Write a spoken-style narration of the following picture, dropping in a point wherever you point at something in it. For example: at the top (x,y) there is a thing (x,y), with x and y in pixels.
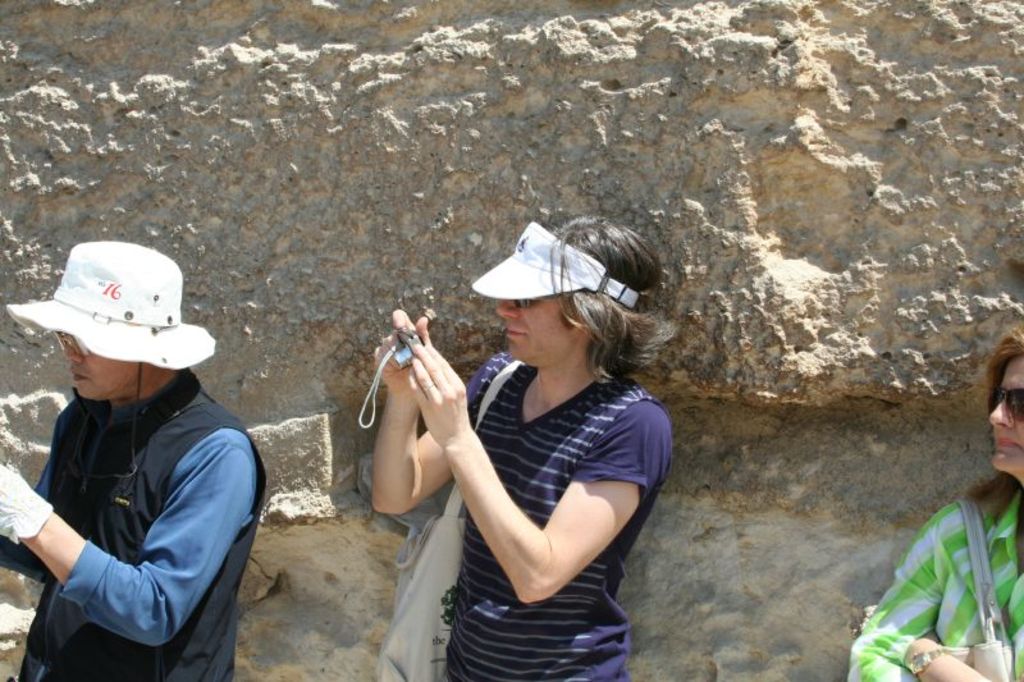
In this image there are three persons (539,571), one person (511,456) is holding camera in hand (424,376) and wearing a bag (439,515), in the background (331,227) there is a rock (341,617).
